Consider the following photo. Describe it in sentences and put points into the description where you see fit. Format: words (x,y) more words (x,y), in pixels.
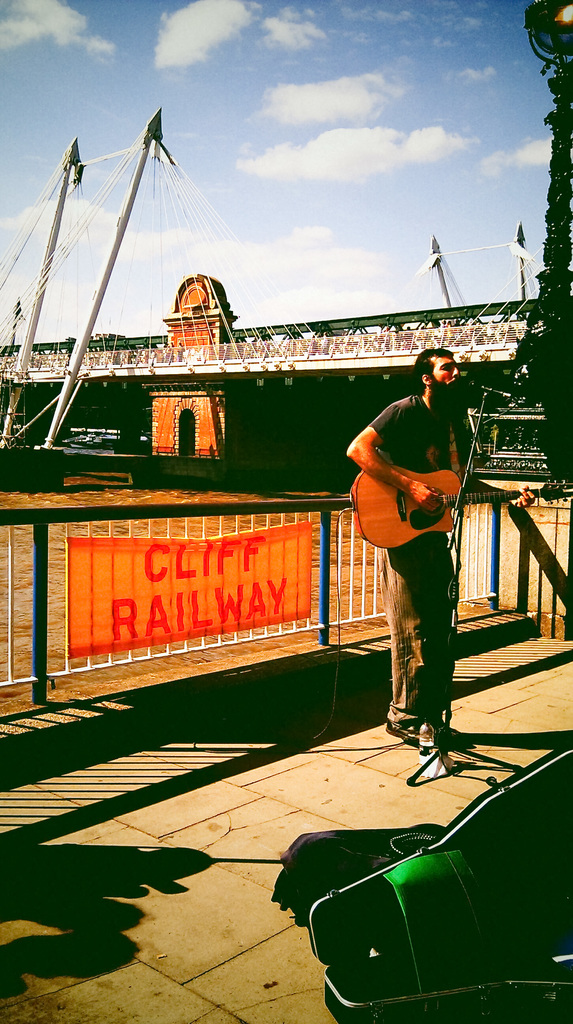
In this picture we can see man (412,679) standing and holding guitar (423,532) in his hand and playing it and singing on mic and in background (327,577) we can see fence (322,566), banner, bridge (187,361), pole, sky (249,171) with clouds (277,253).
